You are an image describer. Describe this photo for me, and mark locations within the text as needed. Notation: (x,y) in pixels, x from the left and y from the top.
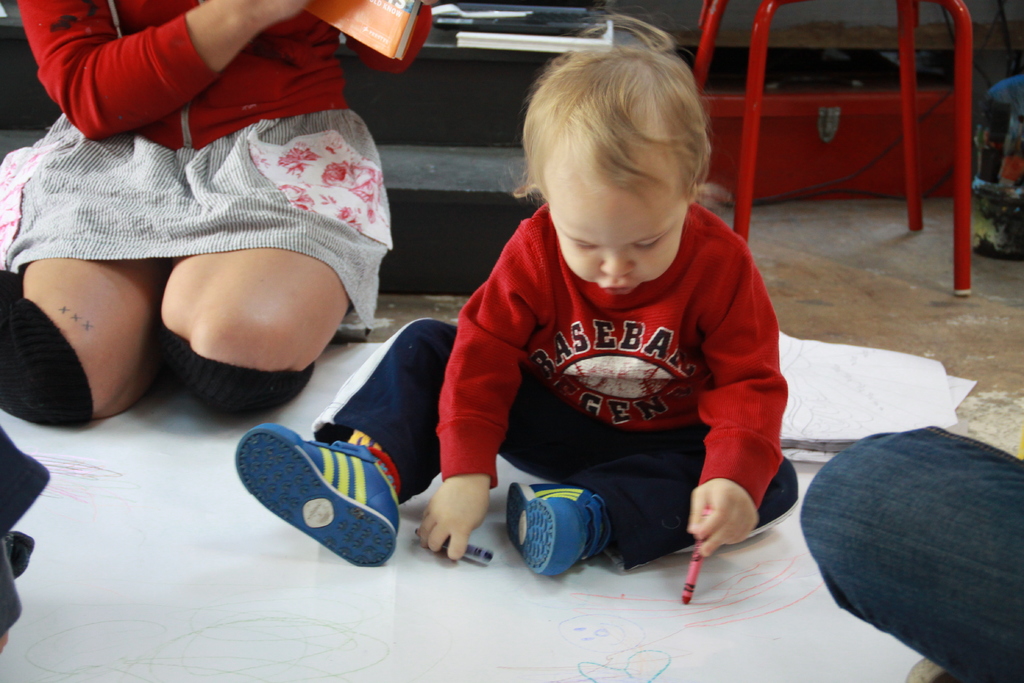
There is a baby (433,551) drawing on a white paper (507,621) with crayons (688,601). Near to him there is a person (205,233) sitting and holding a book (376,30).
